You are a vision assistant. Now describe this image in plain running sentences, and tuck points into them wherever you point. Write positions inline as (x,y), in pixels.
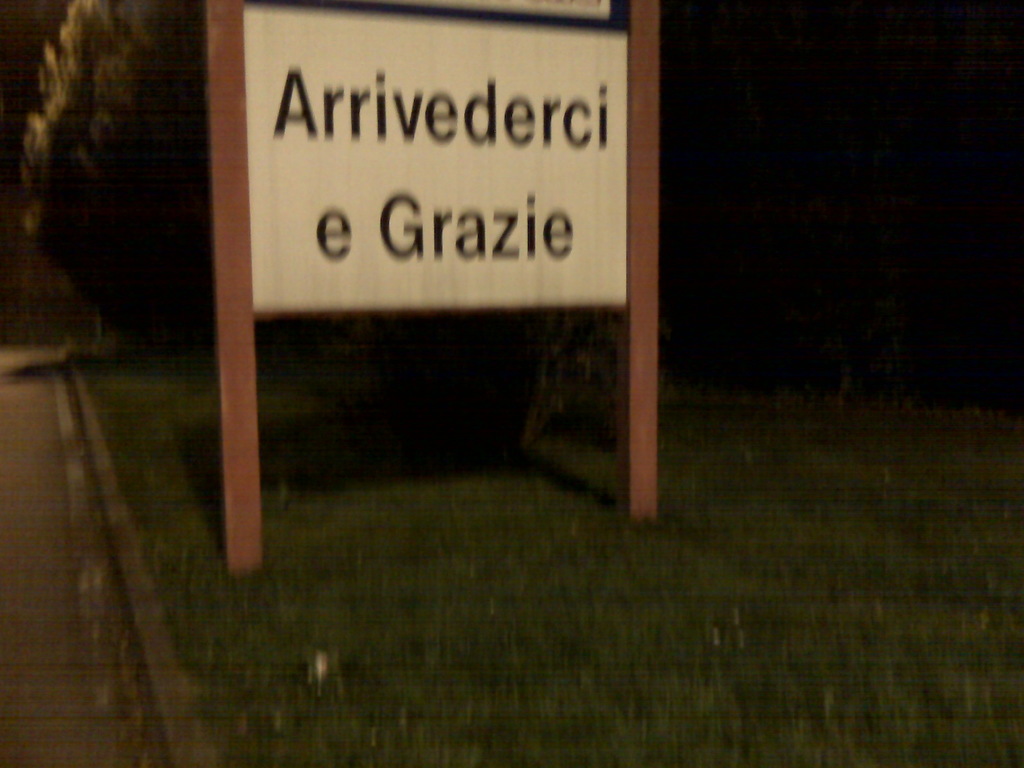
In this picture we can see a board (549,267) attached to the poles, grass (337,494), tree (161,107) and road (56,414). In the background of the image (934,393) it is dark.
